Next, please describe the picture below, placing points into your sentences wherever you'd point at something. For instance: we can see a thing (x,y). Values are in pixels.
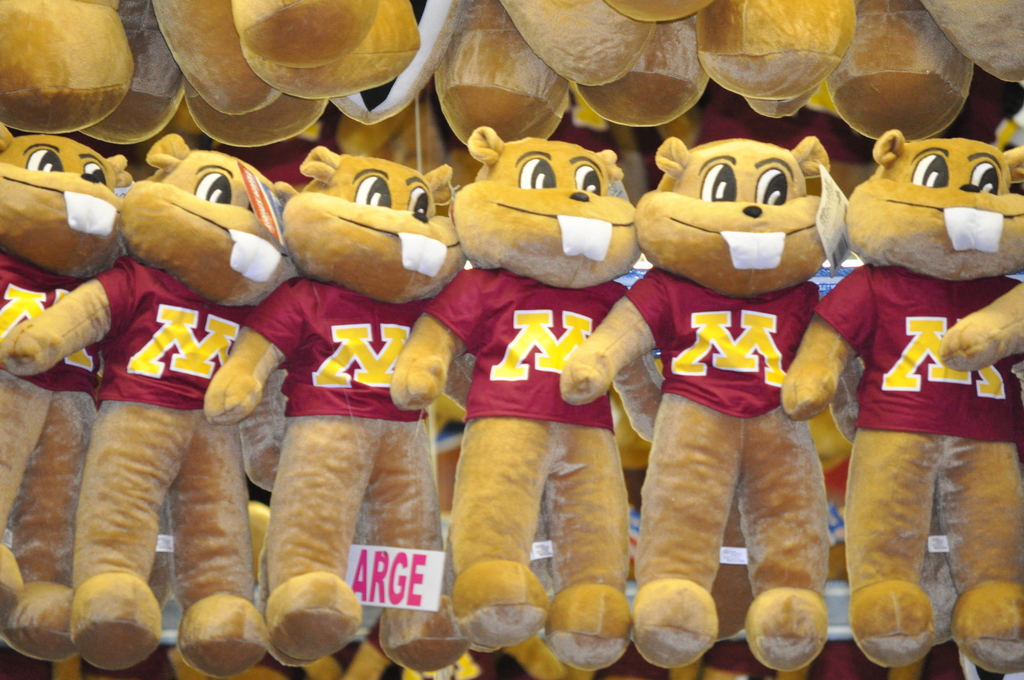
Here in this picture we can see teddy bears (665,190) hanging over the place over there.
